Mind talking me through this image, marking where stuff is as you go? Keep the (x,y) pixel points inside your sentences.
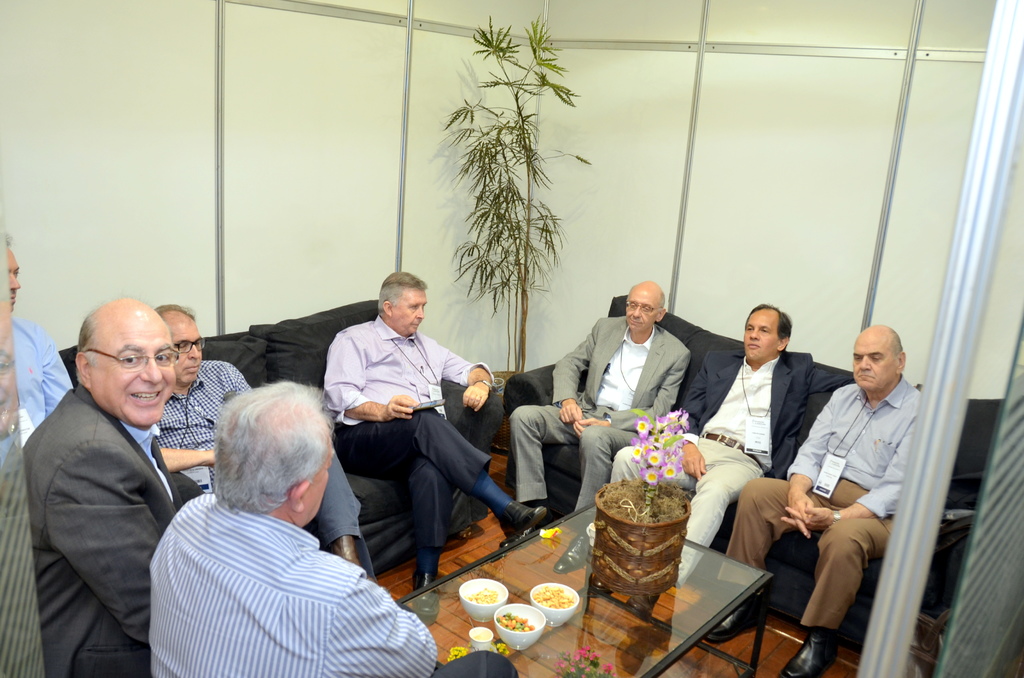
In this picture, there are group of men (221,362) sitting on the sofas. In the center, there is a table (569,550). On the table (580,597), there are three bowls (502,631) of food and a flower vase (676,531). Towards the right (735,396), there are two men (651,393) wearing blazers (720,387) and other man (852,431) is wearing a shirt (912,415). On the top (505,127), there is a plant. In the background (330,83) there is a board (699,205).
